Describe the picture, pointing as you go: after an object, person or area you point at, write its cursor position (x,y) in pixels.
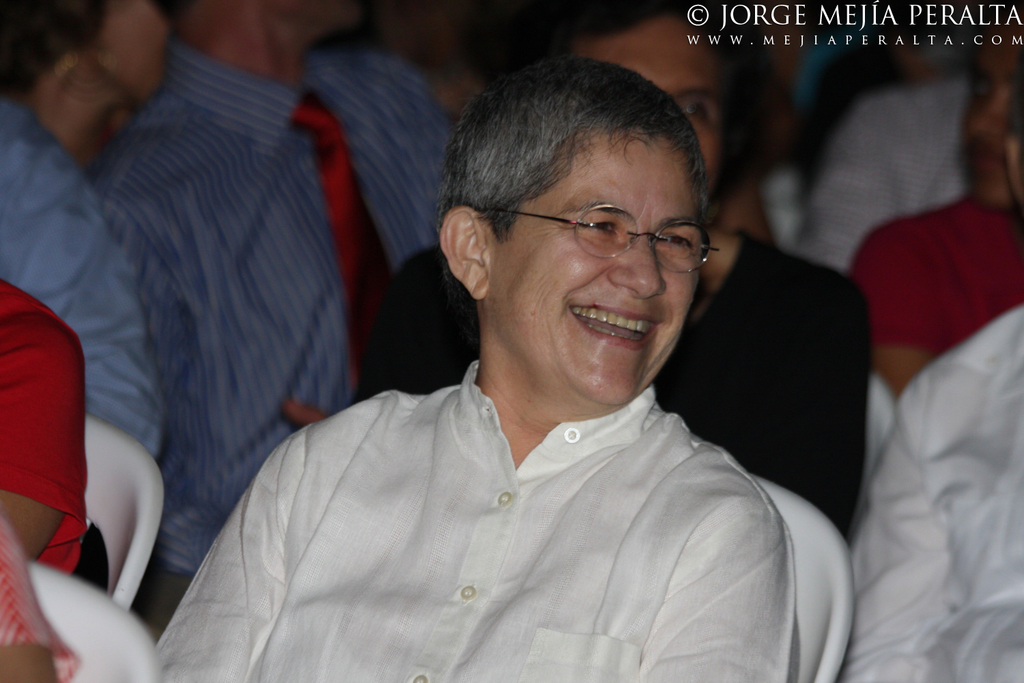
In this image there are a few people (235,402) sitting on the chairs (870,424). In the top right (761,11) there is text (862,45) on the image.
